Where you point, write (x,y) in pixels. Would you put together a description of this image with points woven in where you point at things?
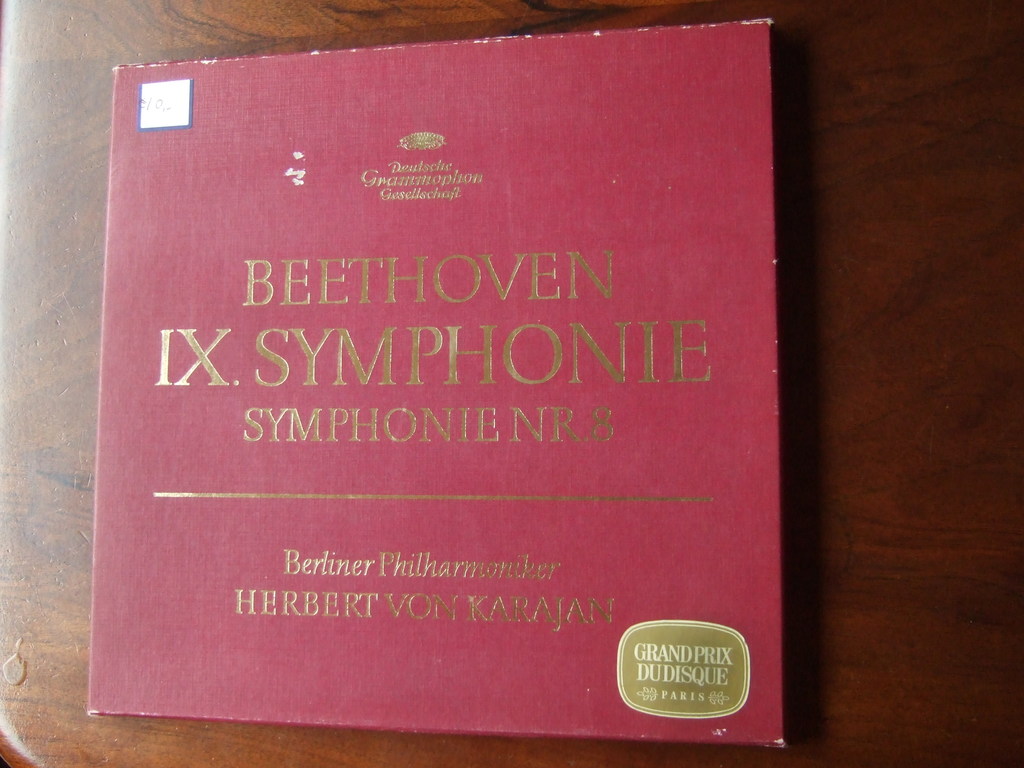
In this image we can see a red color book (565,524) on the wooden surface (828,454).
